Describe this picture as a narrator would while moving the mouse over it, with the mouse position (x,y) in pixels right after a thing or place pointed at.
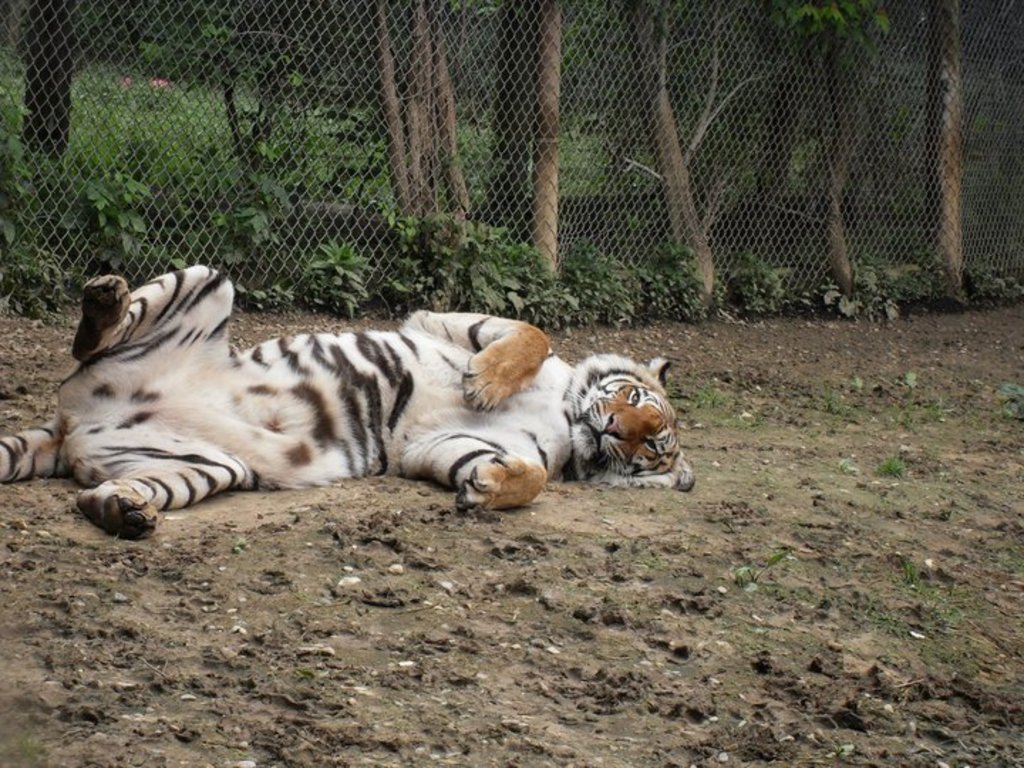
In this image we can see a tiger (500,408) lying on the ground (609,496). We can also see the plants (646,312) and also the fence (600,199) and behind the fence (485,191) we can see the trees (149,12).
